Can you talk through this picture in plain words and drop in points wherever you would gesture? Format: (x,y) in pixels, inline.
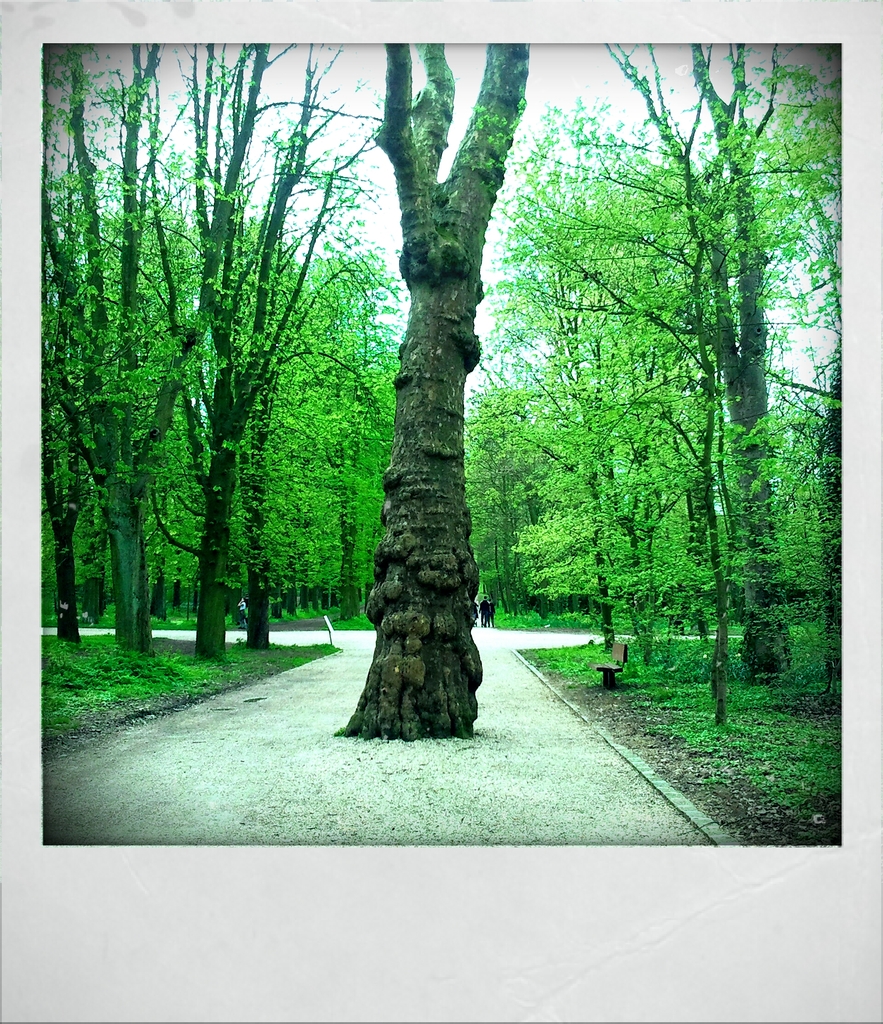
In this image we can see trees (620,403). Also there is road (504,688). In the background (510,248) there is sky (494,248).
